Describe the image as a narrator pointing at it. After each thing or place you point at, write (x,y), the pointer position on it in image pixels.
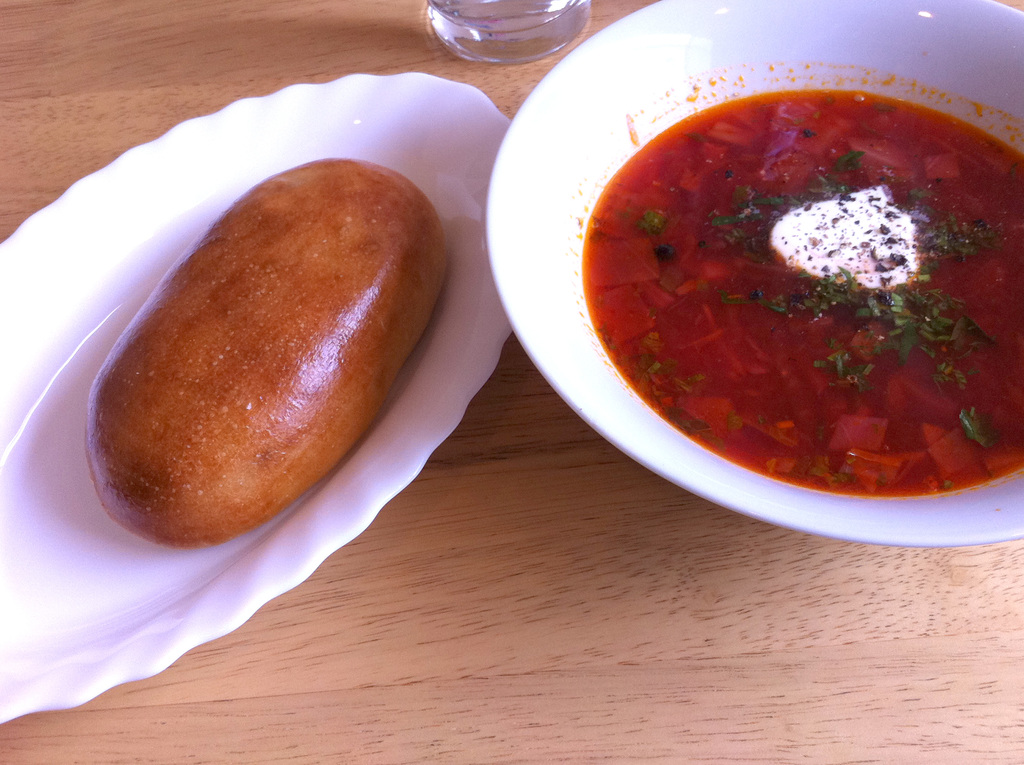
In the center of the image (569,386) we can see some food (670,354) in bowl (524,267) and plate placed on the table (634,546).
